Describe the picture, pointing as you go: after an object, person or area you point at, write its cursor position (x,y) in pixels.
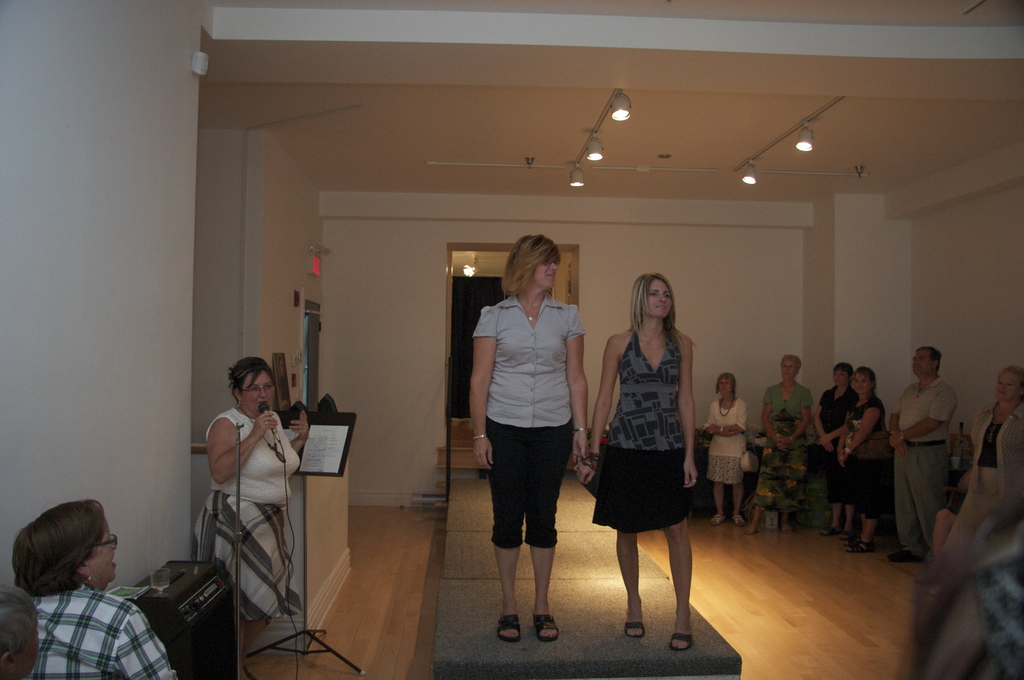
In this picture there are people (249,407), among them there is a woman (292,589) standing and holding a microphone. We can see paper (342,450) on stand (350,428), glass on device (187,606) and floor (716,558). In the background of the image (323,292) we can see wall (272,301), board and lights (802,148).
